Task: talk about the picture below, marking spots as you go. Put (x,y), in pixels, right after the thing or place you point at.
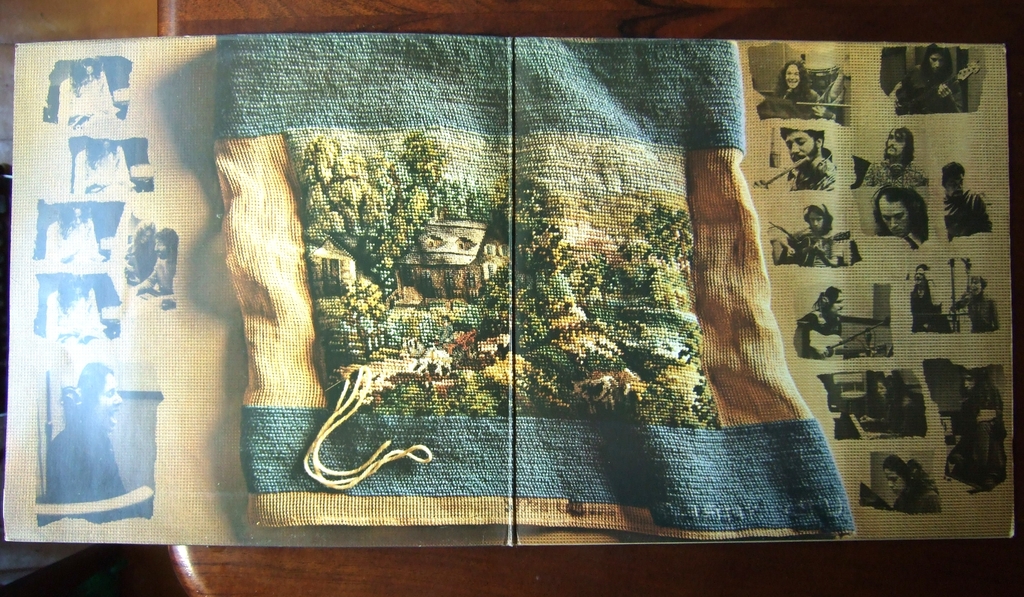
In the foreground of this image (507,427), it seems like an opened record sleeve (580,465) on a wooden surface (460,582).
